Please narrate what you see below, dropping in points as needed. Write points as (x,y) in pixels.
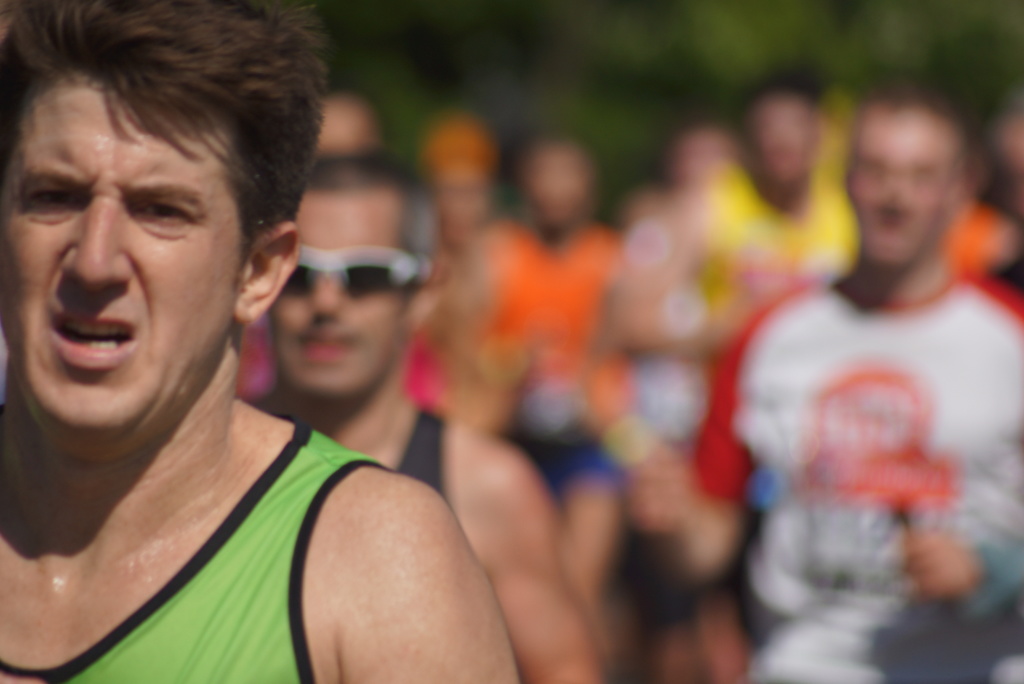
In the center of the image (507,398) we can see a few people (507,398) are running and they are in different costumes (806,491). Among them, we can see one person (486,510) is wearing glasses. In the background (483,385), we can see it is blurred.
